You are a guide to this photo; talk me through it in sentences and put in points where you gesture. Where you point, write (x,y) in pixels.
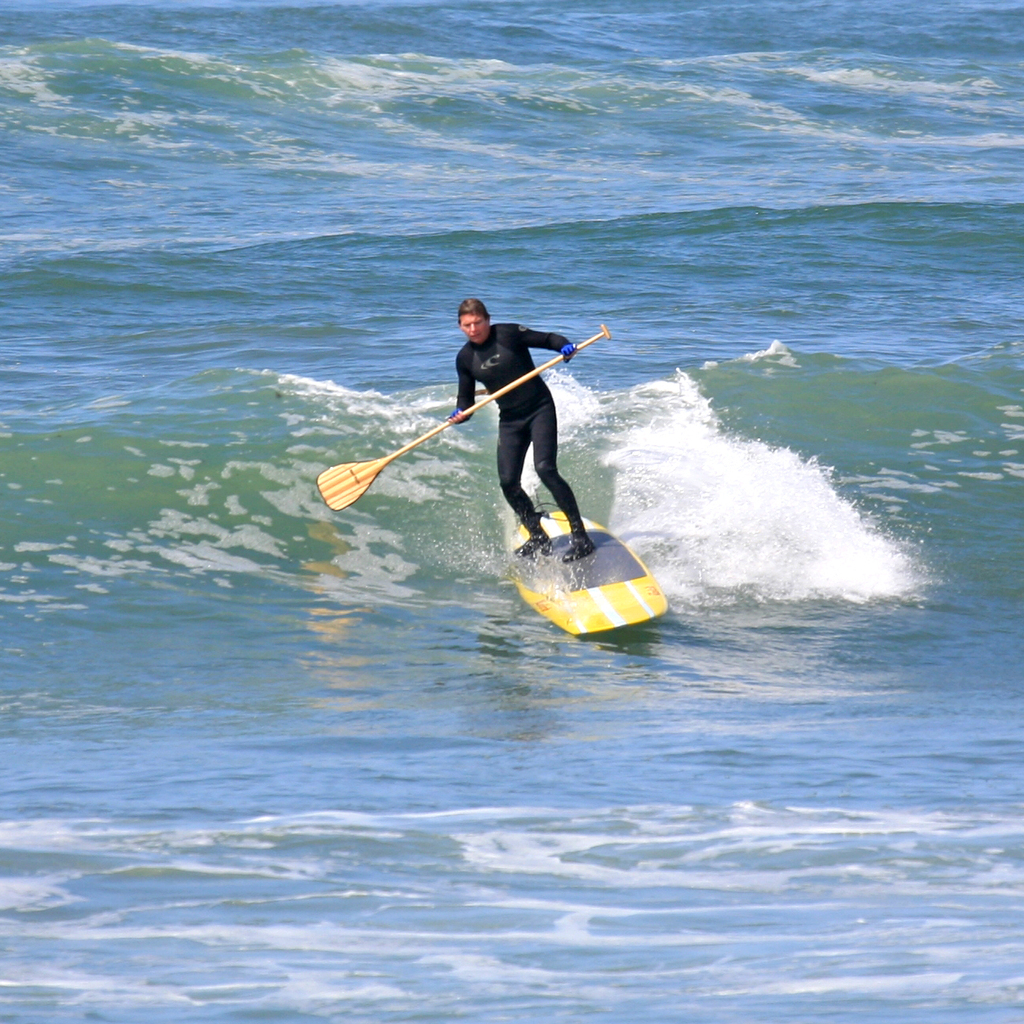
In this image we can see a person (465,360) wearing black dress (509,429) is holding a paddle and standing on the surfboard (607,540) which is surfing on the water (683,515). Here we can see the wave (815,429).
